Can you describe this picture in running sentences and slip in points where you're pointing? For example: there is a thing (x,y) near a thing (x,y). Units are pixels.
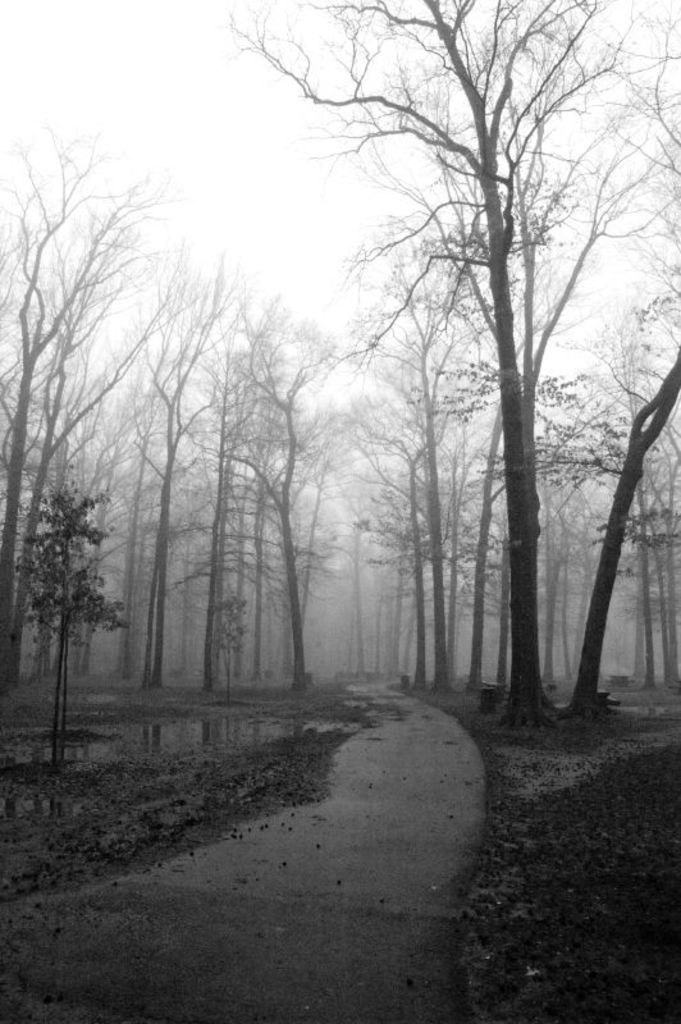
This is a black and white image. This image is clicked outside. There are trees (352,528) in this image. There is sky (123,73) at the top (169,208).
